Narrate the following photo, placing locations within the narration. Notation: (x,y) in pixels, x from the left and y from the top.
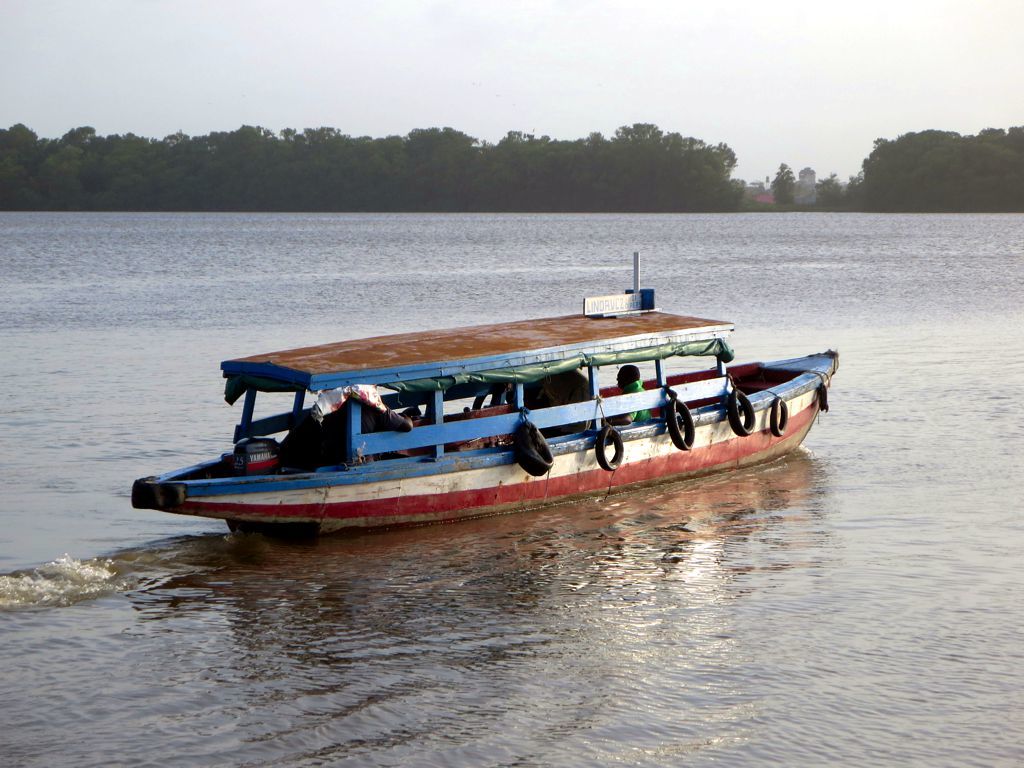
In this image I can see the boat (466,474) on the water (516,610). Inside the boat (394,459) I can see few people (397,424). The boat (437,434) is colorful. In the back (680,182) there are many trees (416,179) and the white sky (268,71).
